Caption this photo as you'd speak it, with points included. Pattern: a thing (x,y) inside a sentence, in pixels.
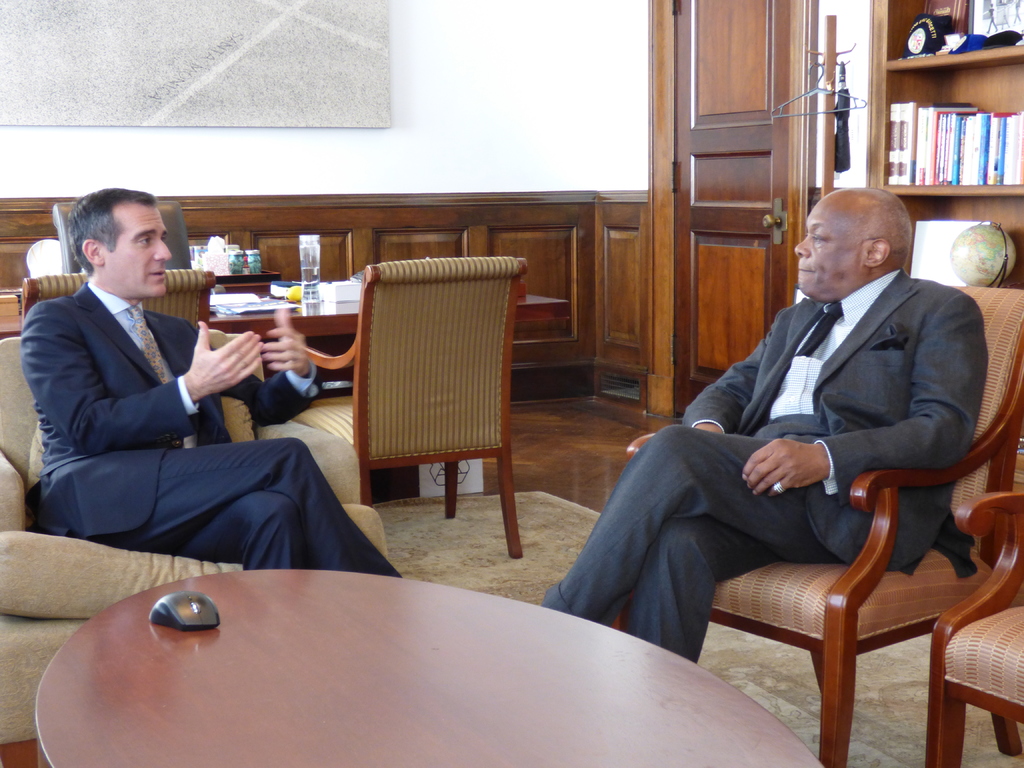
In this image i can see two persons (261,476) sitting on couches (632,452). In the background (522,45) i can see a wall (520,124), a photo frame (308,66), and a table (313,321) on which i can see a glass (309,274) and few other objects (275,283). On the right of the image (942,273) i can see a bookshelf (988,82).
